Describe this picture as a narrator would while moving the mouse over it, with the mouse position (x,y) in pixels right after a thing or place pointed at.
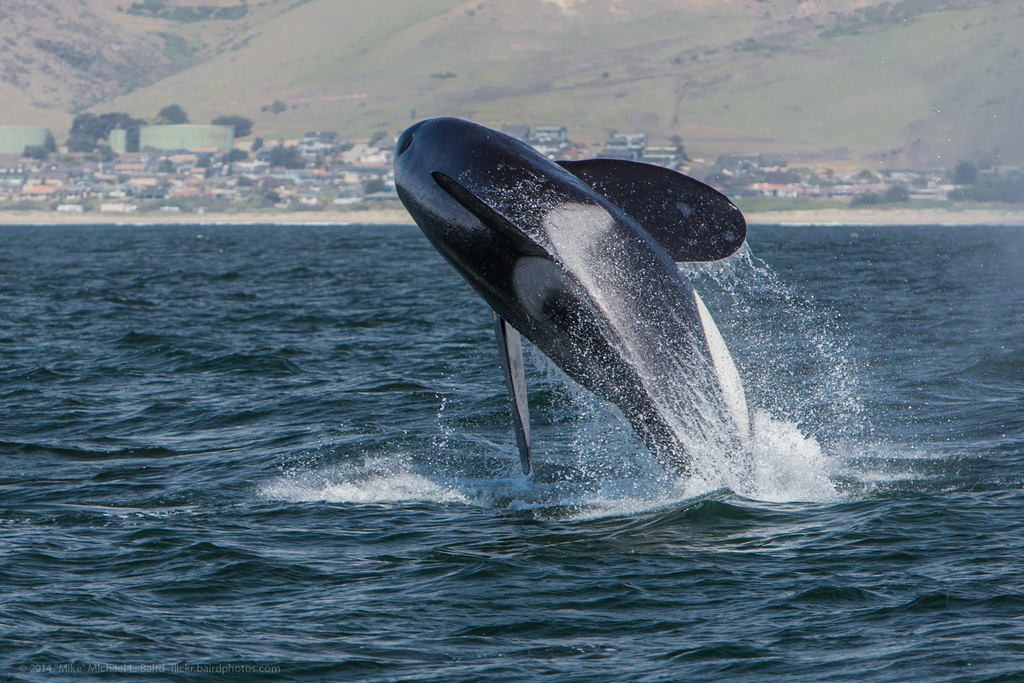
This image consists of water (445,575). There is dolphin (537,295) in the middle (551,303). There are houses (54,165) and trees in the middle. There is something like mountain (601,58) at the top (505,97).
